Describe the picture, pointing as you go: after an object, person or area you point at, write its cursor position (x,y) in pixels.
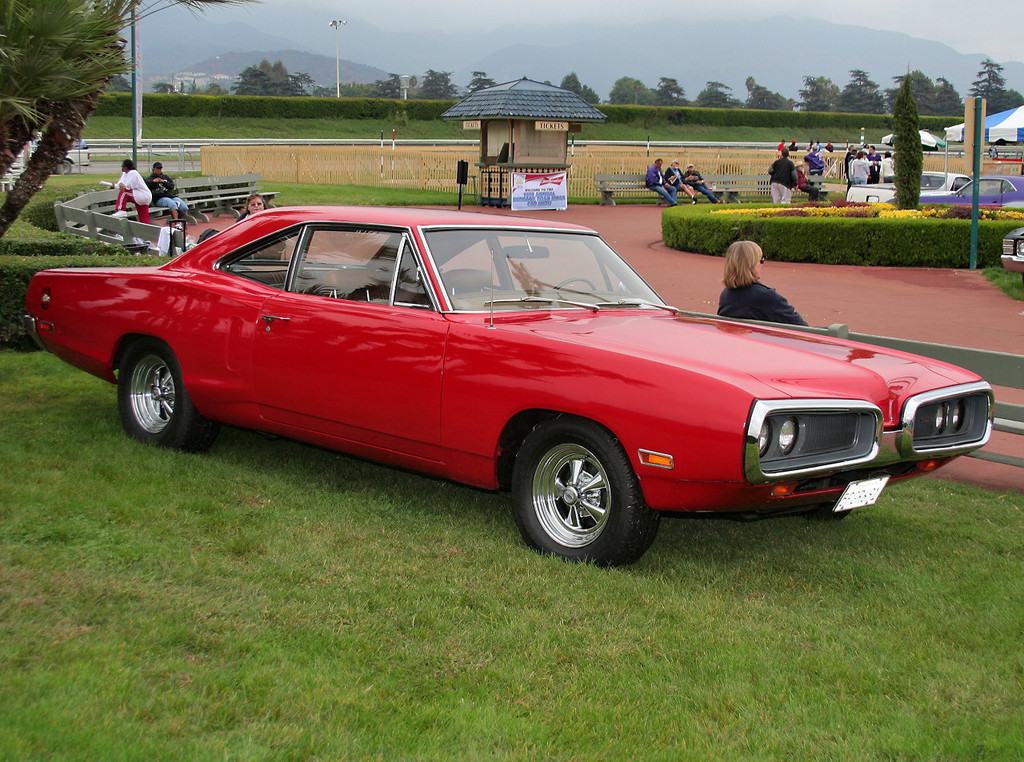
At the bottom of the image (760,560) there is grass (18,543). In the middle of the image (567,500) there are some vehicles (394,213). Behind the vehicles (464,329) few people (247,214) are sitting on benches (1009,419). At the top of the image (852,39) there are some poles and trees (1,73) and hills (846,50) and there are some tents (1020,117).
